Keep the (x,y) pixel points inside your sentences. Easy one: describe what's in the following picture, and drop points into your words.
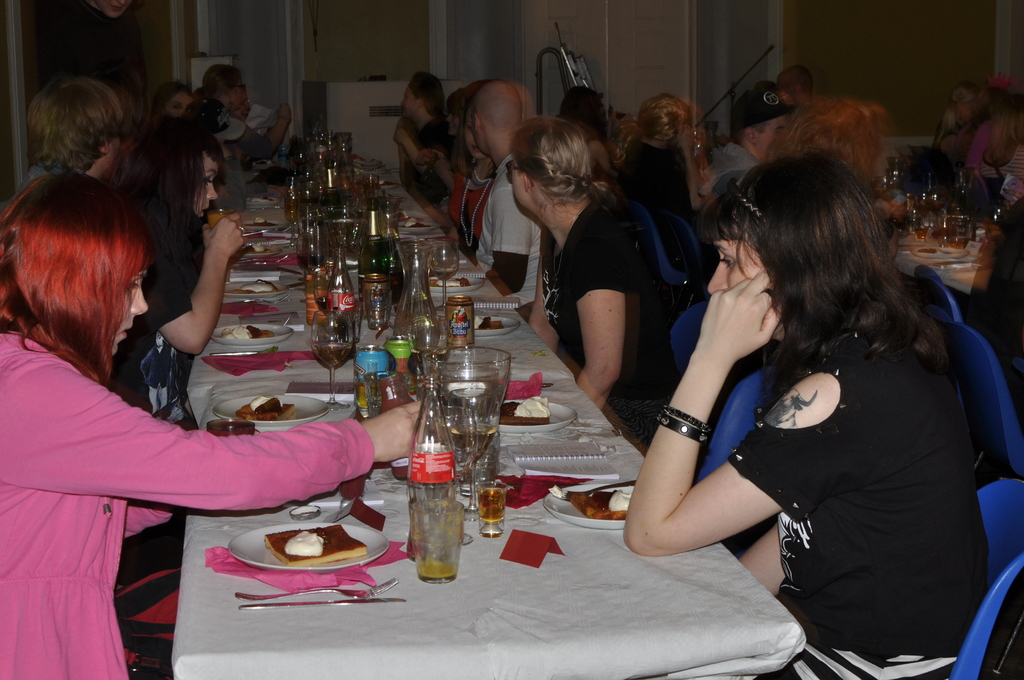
In this image I can see number of people (513,224) are sitting on blue colour chairs (996,488). I can also see tables (933,245) and on these tables (331,412) I can see white tablecloths (659,653), number of plates (507,320), number of bottles (423,385), number of glasses (492,434), few cans (454,298) and I can see food (241,331) in every plate (464,287). I can also see few spoons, few forks (378,587) and knives (321,605).
